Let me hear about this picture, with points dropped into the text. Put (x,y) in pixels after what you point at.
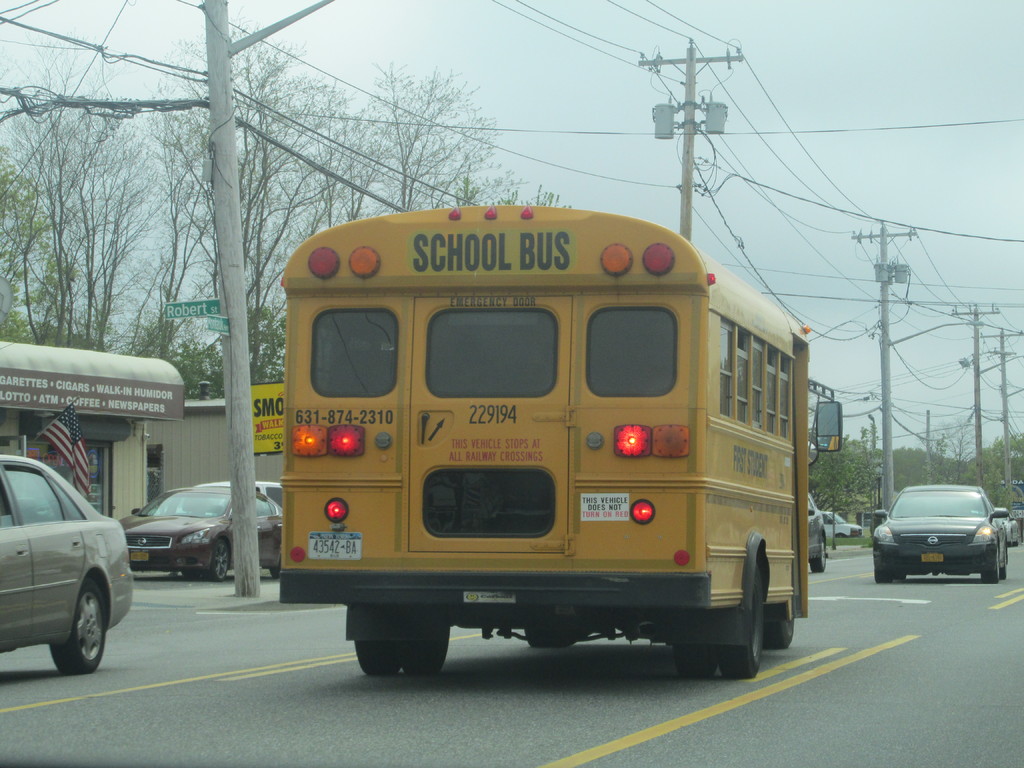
In this image we can see motor vehicles (703,556) on the road (821,607), electric poles (886,278), electric cables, flag (77,423), information boards (154,389), trees (109,252) and sky (767,152) with clouds (767,152).
